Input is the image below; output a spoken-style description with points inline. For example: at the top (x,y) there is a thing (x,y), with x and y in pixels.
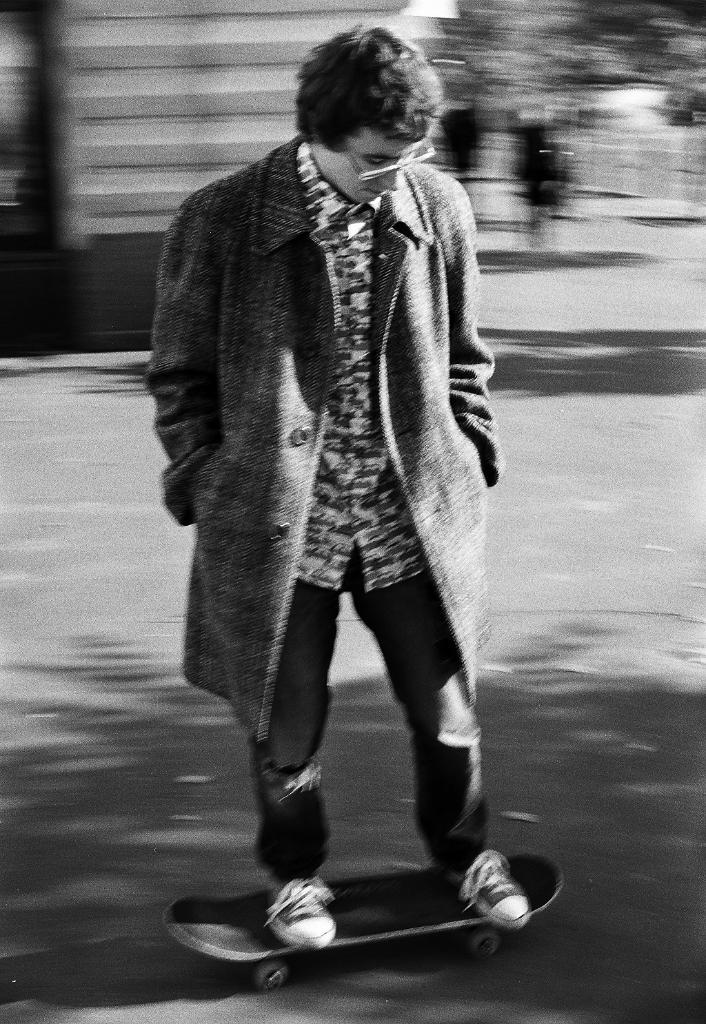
In this image I see a man (396,395) over here who is on this skateboard (375,924) and I see that it is totally blurred in the background (2,300) and I see that this is a black and white image.
